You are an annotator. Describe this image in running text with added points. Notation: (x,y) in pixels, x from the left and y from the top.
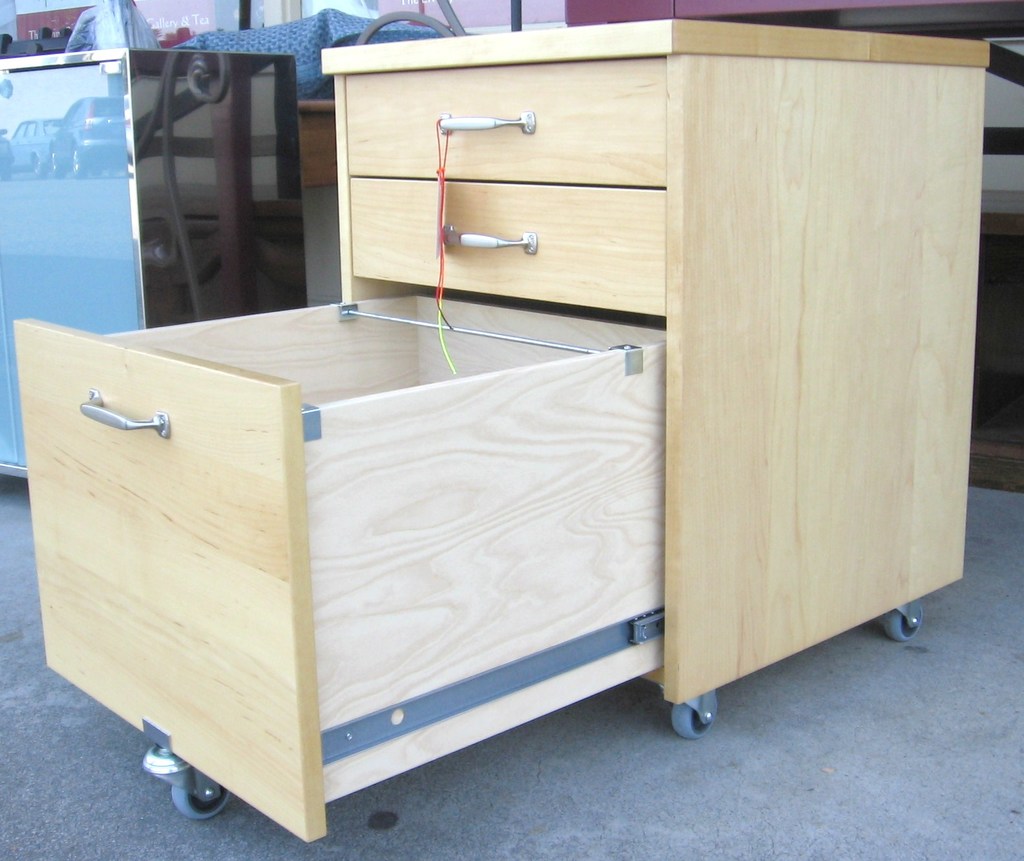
In this image we can see a wooden drawer (755,32) which is on the right side (928,527).
